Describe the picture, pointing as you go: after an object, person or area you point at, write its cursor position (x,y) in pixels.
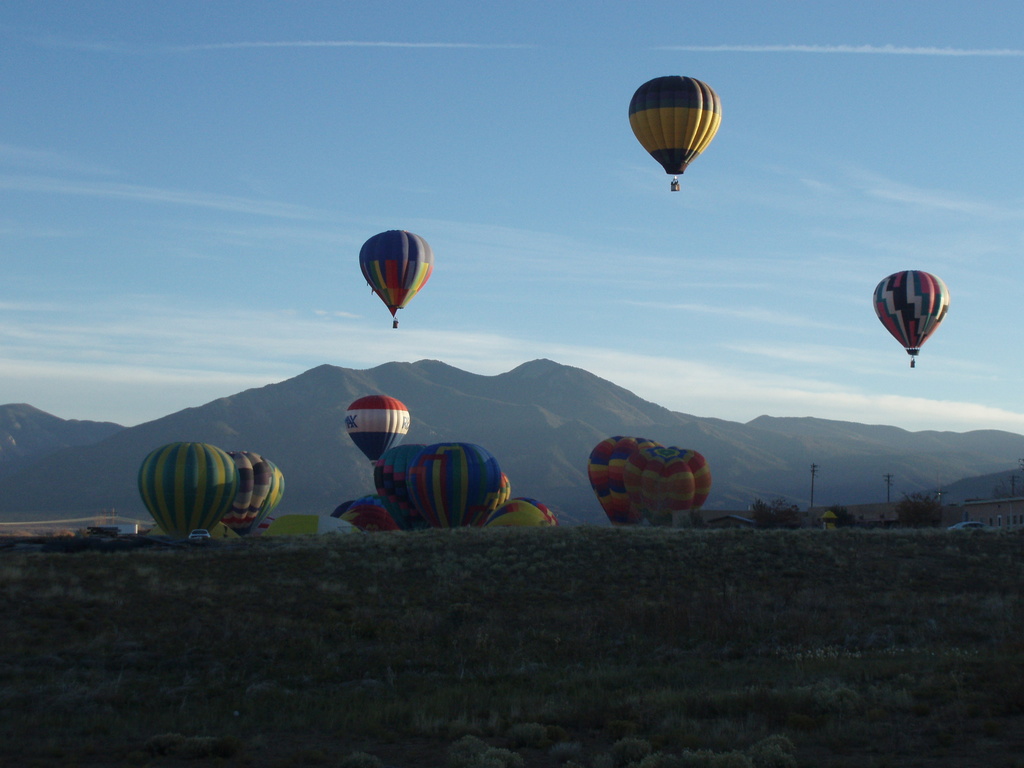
In this image we can see few hot air balloons (394,415), vehicles (969,523), buildings (855,523), trees (775,518), poles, mountains (564,430) and the sky (636,320) with clouds (833,386) in the background (567,327).
